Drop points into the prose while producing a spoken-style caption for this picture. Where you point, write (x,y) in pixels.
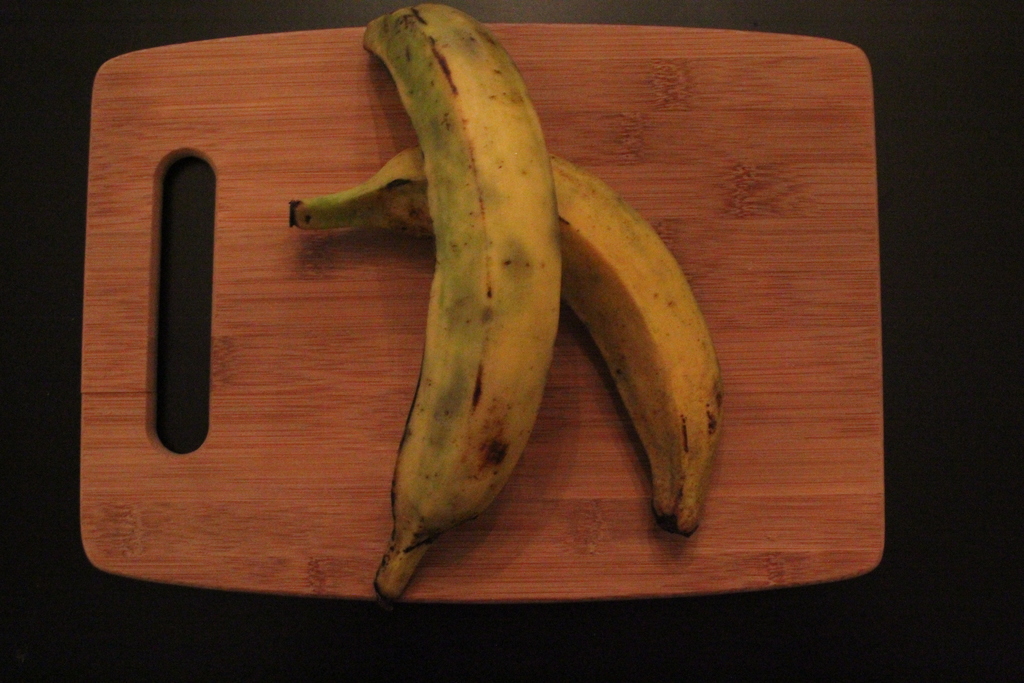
This image consists of two bananas (569,261) kept on a chopping board (643,526). The chopping board (92,346) is made up of wood (271,592). At the bottom (58,631), there is floor (69,604).
